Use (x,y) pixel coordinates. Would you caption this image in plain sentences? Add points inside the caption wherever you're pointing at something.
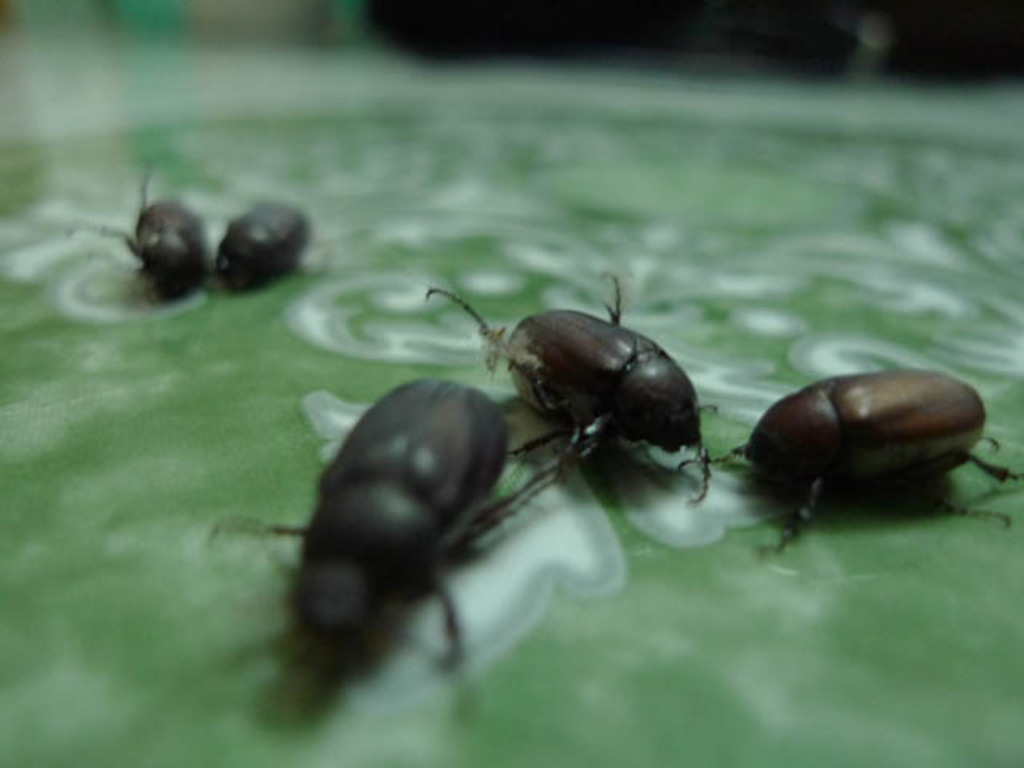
In the picture there is a cloth (524,203), on the cloth (333,322) there are bugs (668,442) present.
